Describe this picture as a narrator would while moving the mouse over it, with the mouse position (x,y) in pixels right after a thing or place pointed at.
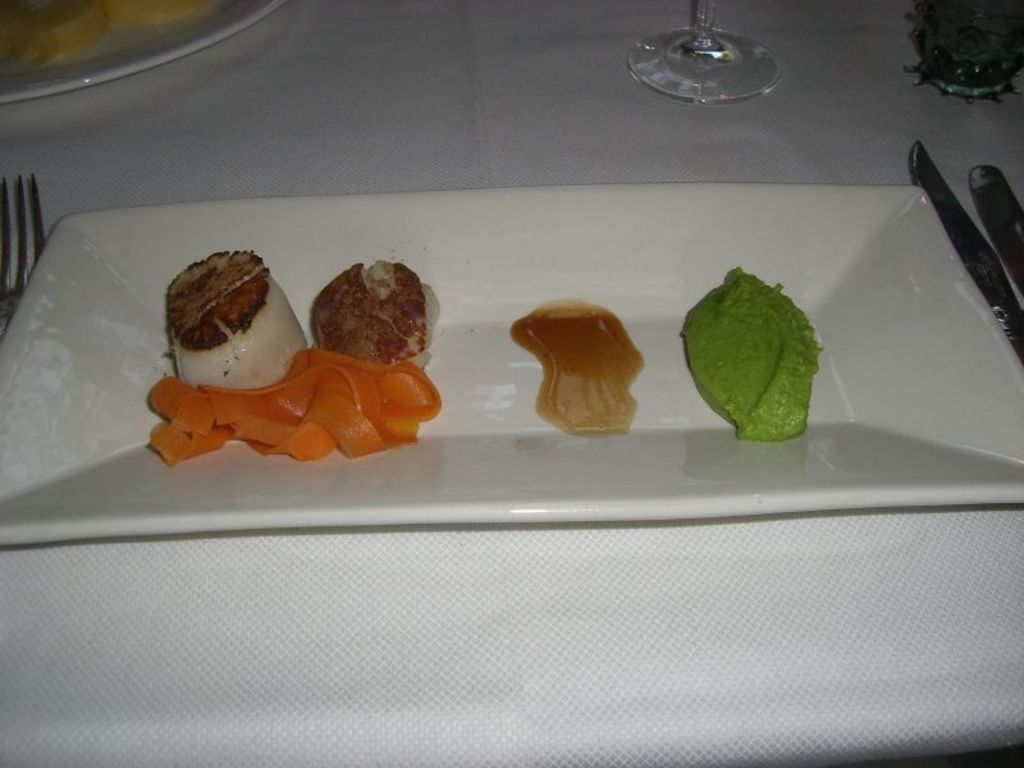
In this image we can see some food items (363,312) kept on a white plate (927,400). Here we can see fork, knife (982,186), another plate (164,36) and glass (635,65) are kept on the table (695,614) having a white color table cloth (458,168) on it.
